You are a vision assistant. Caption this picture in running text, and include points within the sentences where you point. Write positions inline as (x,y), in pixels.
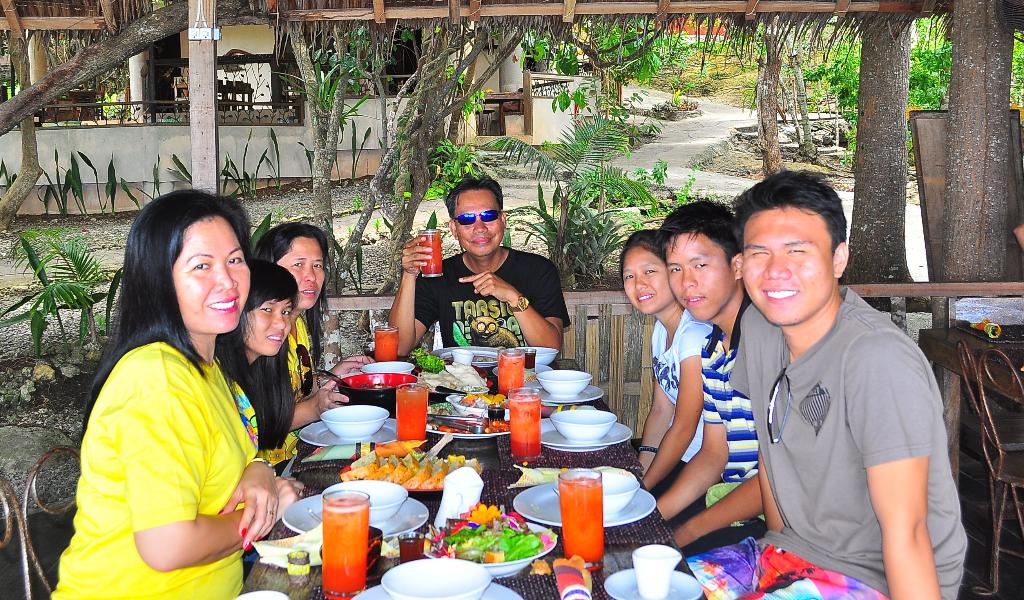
In this picture we can see a group of people (255,465) sitting in front of a dining table (526,495), we can see a glass of drink (590,533) and some of the plates (538,499) here and glasses (515,406), we can see some bowls (566,391) here, there is a food (449,457) placed on a dining table (424,472), in the background (241,112) we can see house (247,101) and also we can see some trees (895,96) here.
